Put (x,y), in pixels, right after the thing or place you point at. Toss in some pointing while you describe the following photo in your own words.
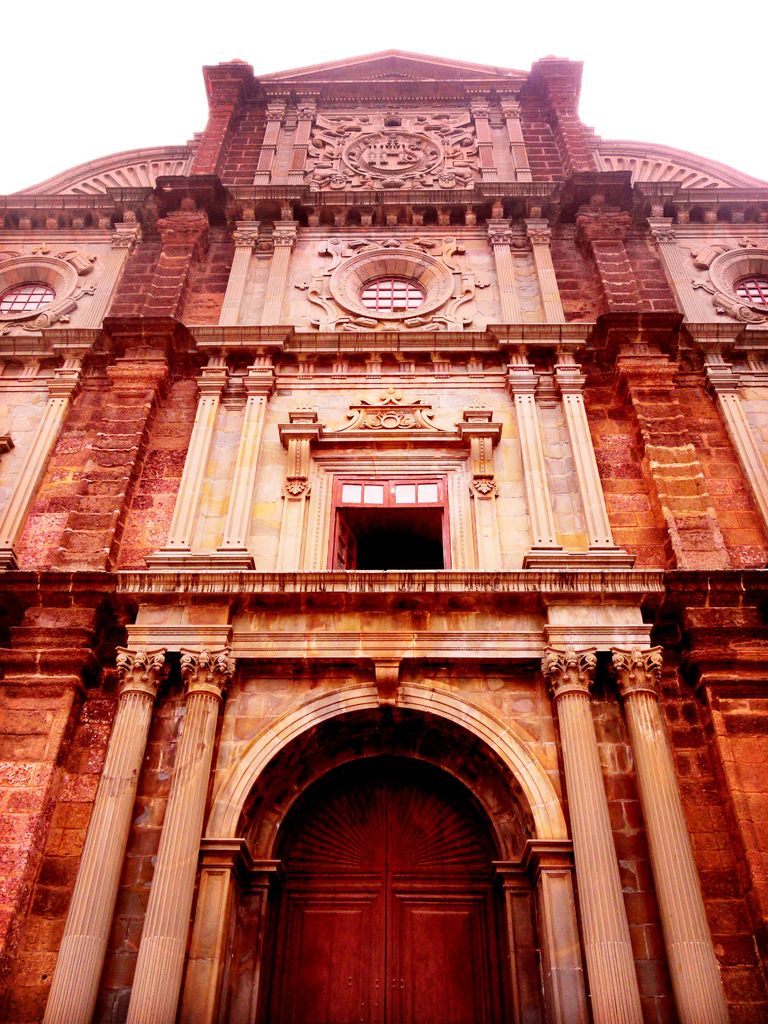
In this image in the center (403,645) there is one building (493,488) and some pillars (576,811), at the top of the image (532,54) there is sky (663,113).
